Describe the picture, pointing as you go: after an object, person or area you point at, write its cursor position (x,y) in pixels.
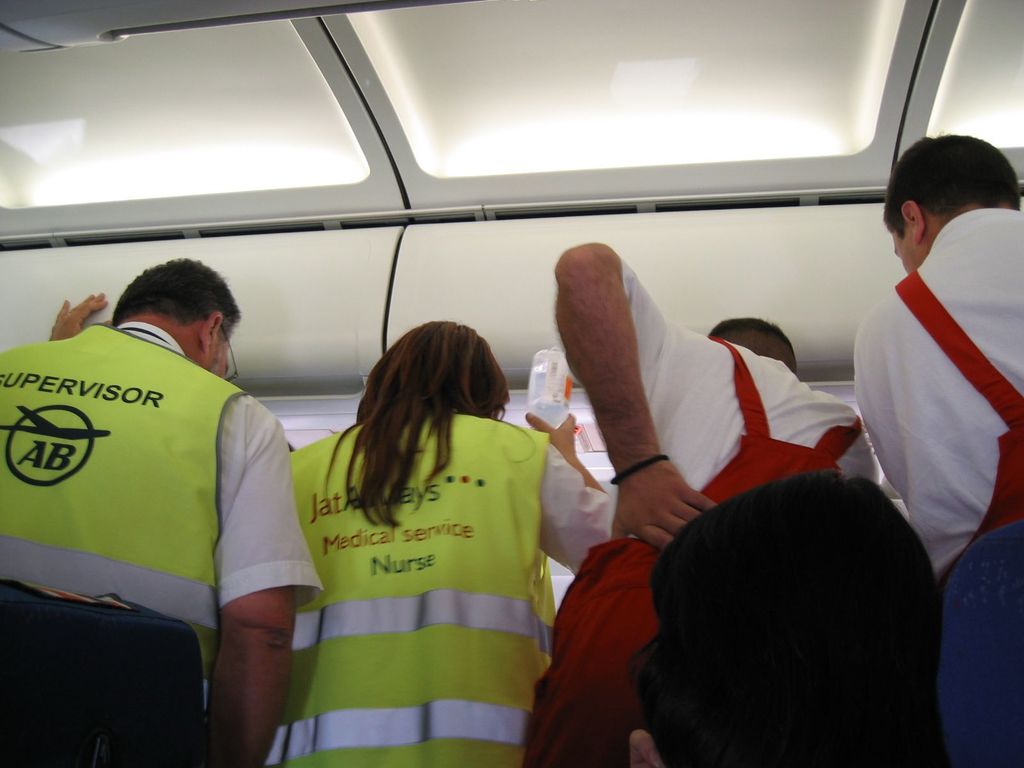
There are four people (474,496) standing. This woman (438,478) is holding a bottle (545,401) in her hand (567,427). I think this picture was taken inside the vehicle (464,252).
